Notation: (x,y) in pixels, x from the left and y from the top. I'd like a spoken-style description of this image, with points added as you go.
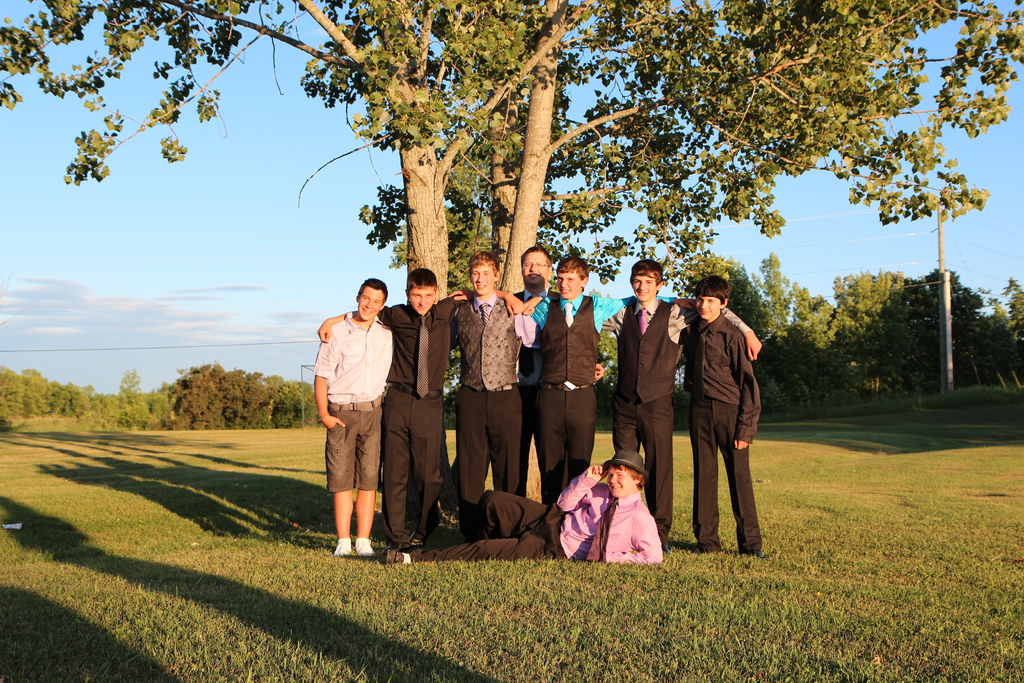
In the picture I can see few persons (485,372) standing on a greenery ground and there is a person (549,513) lying on the greenery ground (562,565) in front of them and there are few trees (546,198) in the background (667,261) and there is a pole (937,256) in the right corner (938,270).
